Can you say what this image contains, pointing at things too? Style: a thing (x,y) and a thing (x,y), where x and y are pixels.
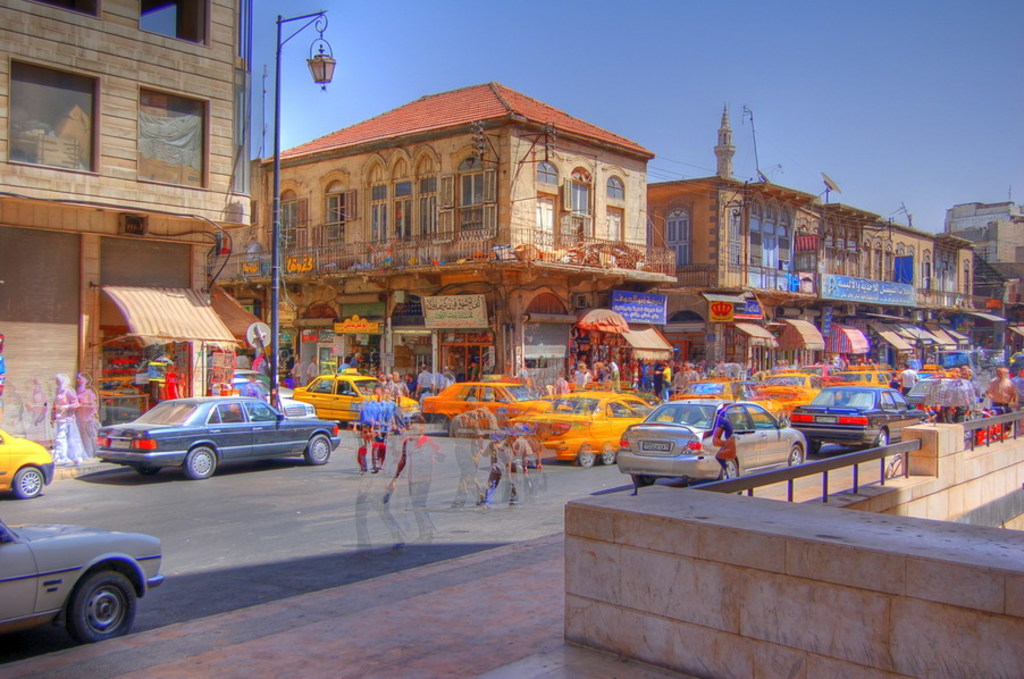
In this image there are a few people (400,456) walking on the pavement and there are a few cars (566,426) passing on the road (457,488), on the other side of the road (447,455) there are buildings (725,218) and there are lamp posts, in front of the buildings (419,301) there are shops (207,327).
